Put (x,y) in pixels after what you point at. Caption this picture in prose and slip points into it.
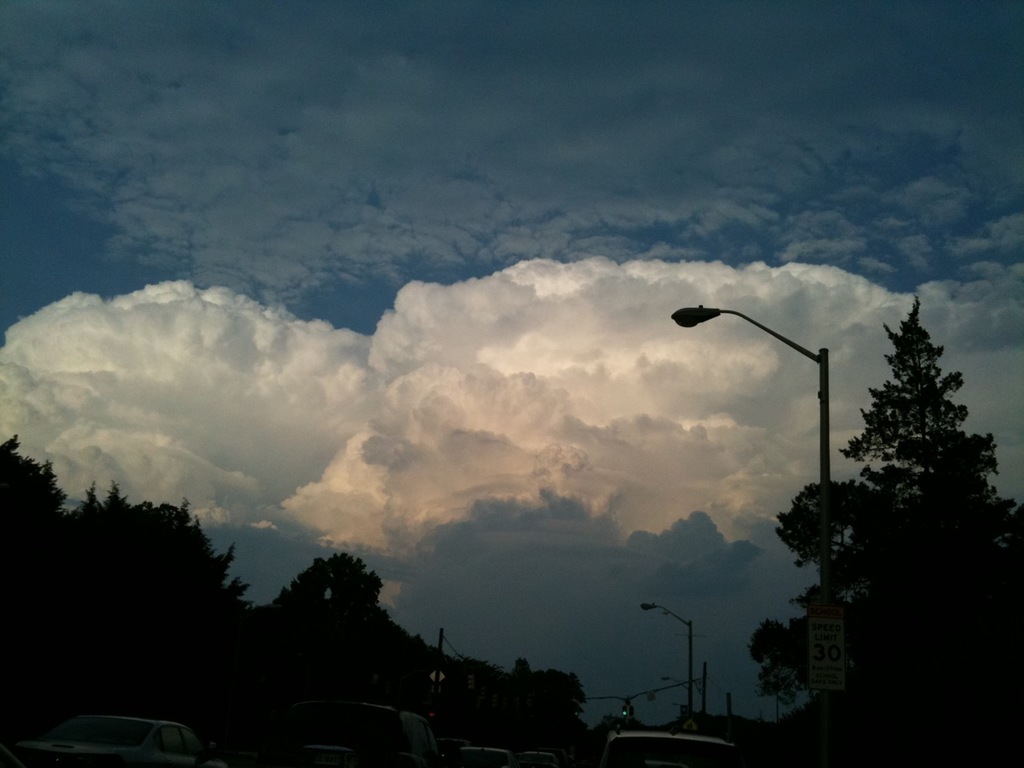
At the bottom (394,717) there are many vehicles (627,735). Also there are light poles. On the light pole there is a sign board (823,638). And there are trees (927,576). In the background (477,137) there is sky (405,262) with clouds (452,336).
